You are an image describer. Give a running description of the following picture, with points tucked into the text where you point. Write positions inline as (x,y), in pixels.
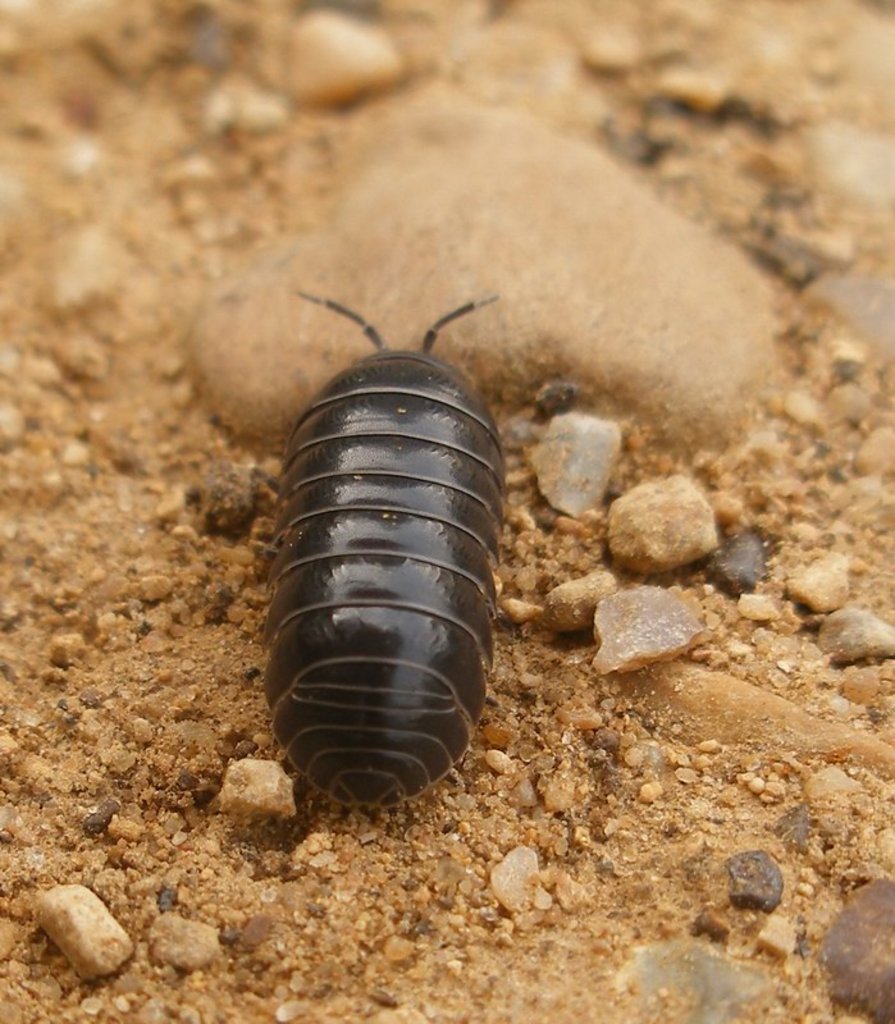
In this image I can see the black color insect (479,608) on the sand (399,821). I can see few stones (667,426).
